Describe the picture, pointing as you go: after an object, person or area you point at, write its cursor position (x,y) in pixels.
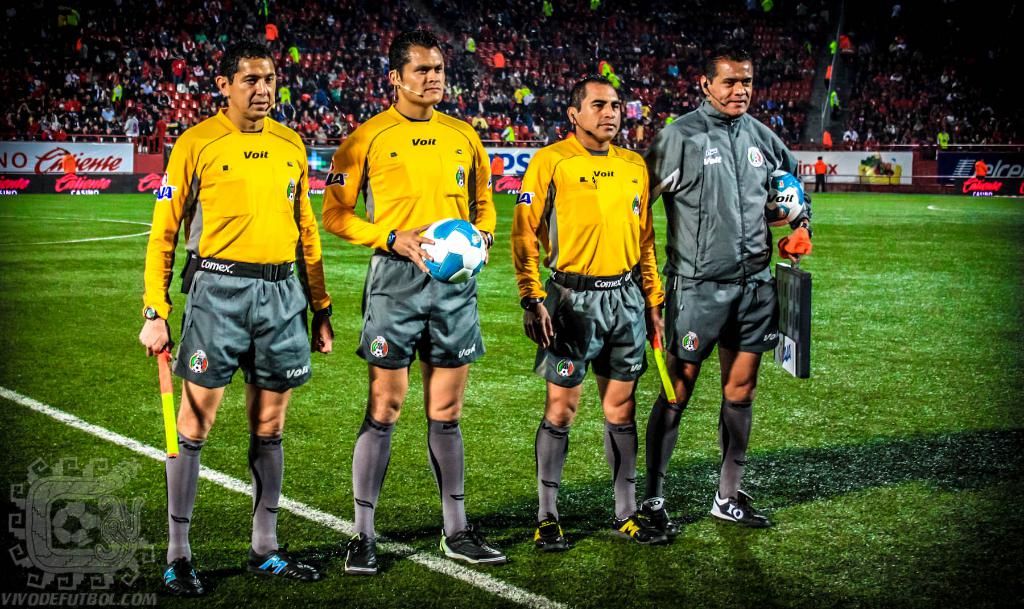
It seems to be the image is inside a stadium (499,133). In the image there are four people (171,151) standing and holding their playing instruments (464,234) in background (831,70) there are group of people (613,72) sitting, standing, walking at bottom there is a grass (70,313).
